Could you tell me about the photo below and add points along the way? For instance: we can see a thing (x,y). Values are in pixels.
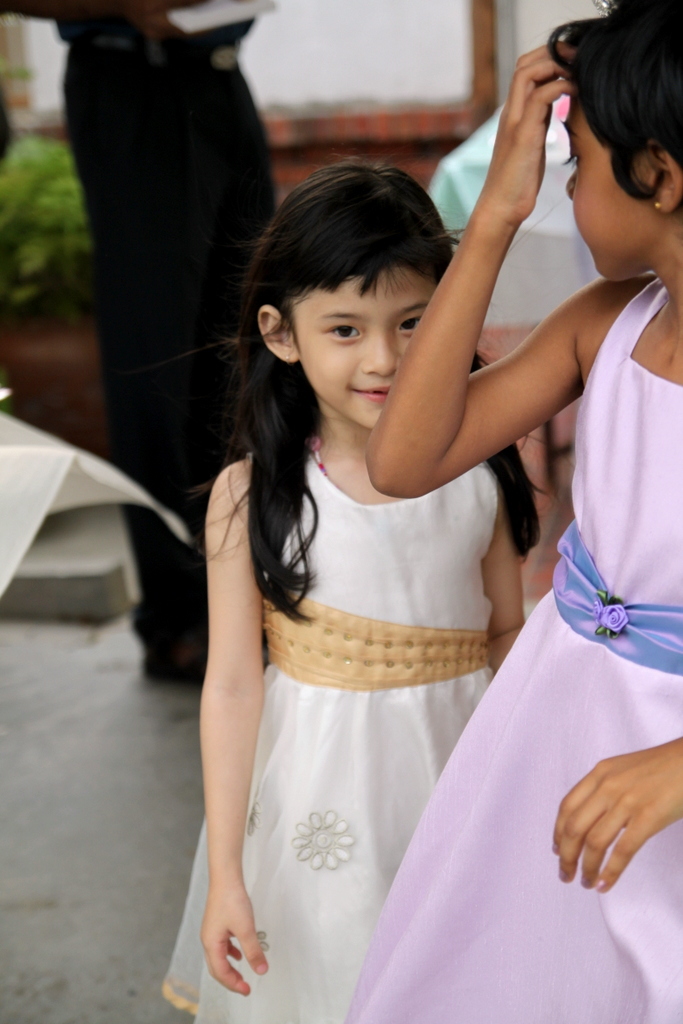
In this picture there are two girls (425,605) standing and the girl (418,539) with white dress (405,554) is smiling. At the back (203,588) there is a person (164,12) standing. There are tables (2,507) and the tables (462,219) are covered with white color cloth (8,522). At the back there is a plant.
